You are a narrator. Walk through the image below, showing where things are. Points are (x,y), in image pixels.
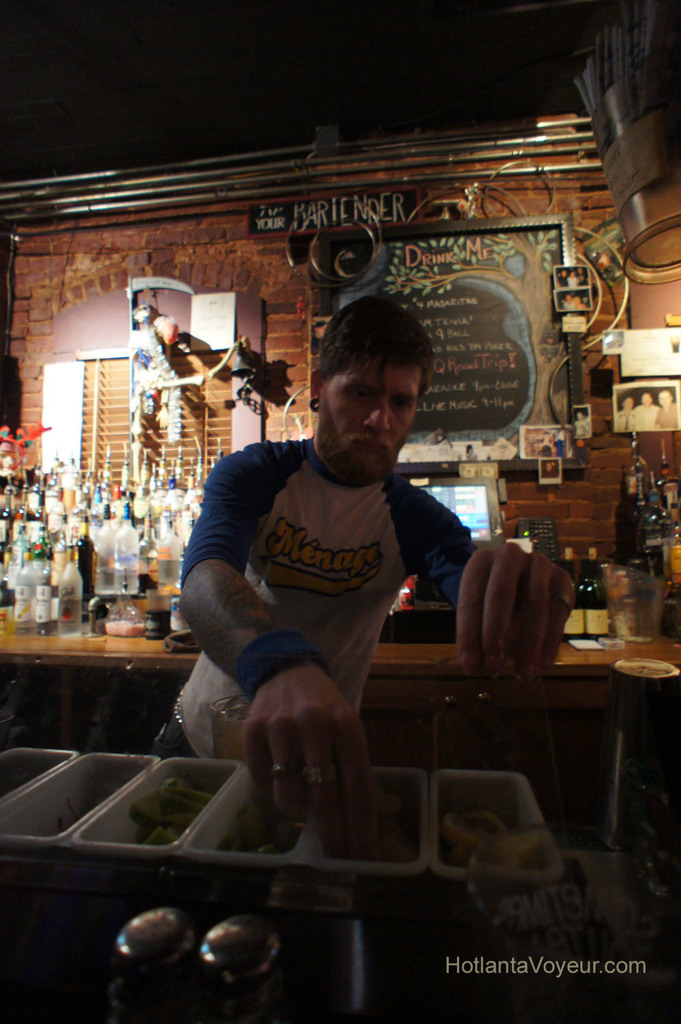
In this image we have a man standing and doing something and at the back ground (81,580) we have group of bottles (54,587) in the rack (57,643), and board (564,389) written with some letters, and a light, and picture frames (554,437) attached to the wall (670,305) and a computer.
